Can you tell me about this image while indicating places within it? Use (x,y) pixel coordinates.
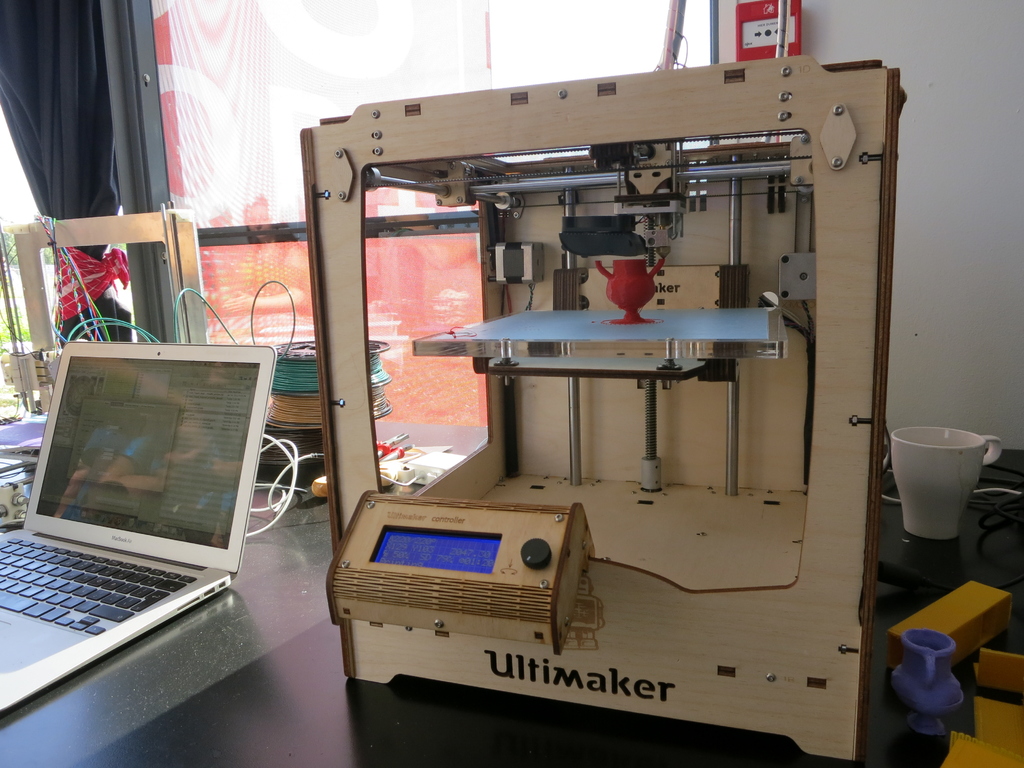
In the image we can see on the table (186,660) there is laptop (48,625) and other electrical machine (570,482) on which its written "Ultimaker" and there is tea cup (953,507) and a small vase (938,679). There are wires (219,323).
